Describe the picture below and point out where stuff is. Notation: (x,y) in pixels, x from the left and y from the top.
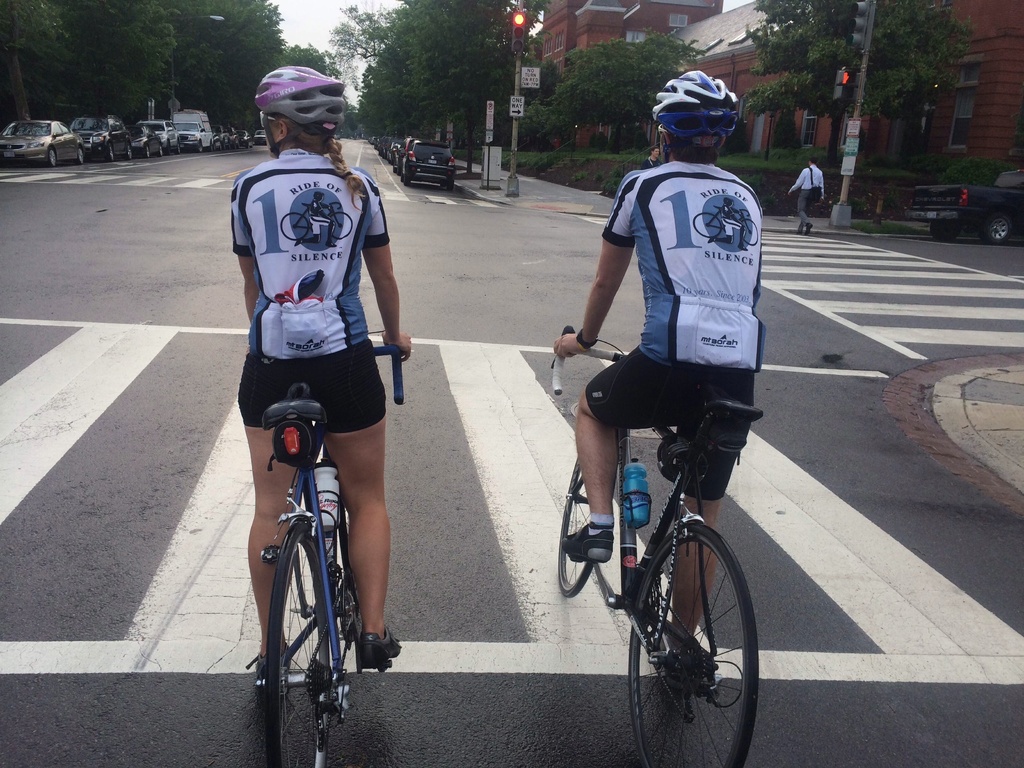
In this picture we can see there are two people (358,341) riding their bicycles (345,576) on the road (787,260) and a man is walking. In front of the people (743,213) there are some vehicles (58,126) parked on the road (163,167). On the right side of the vehicles (385,148) there are trees (426,82), poles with lights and traffic lights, and the buildings (566,44). Behind the trees (237,30) there is a sky (285,26).
